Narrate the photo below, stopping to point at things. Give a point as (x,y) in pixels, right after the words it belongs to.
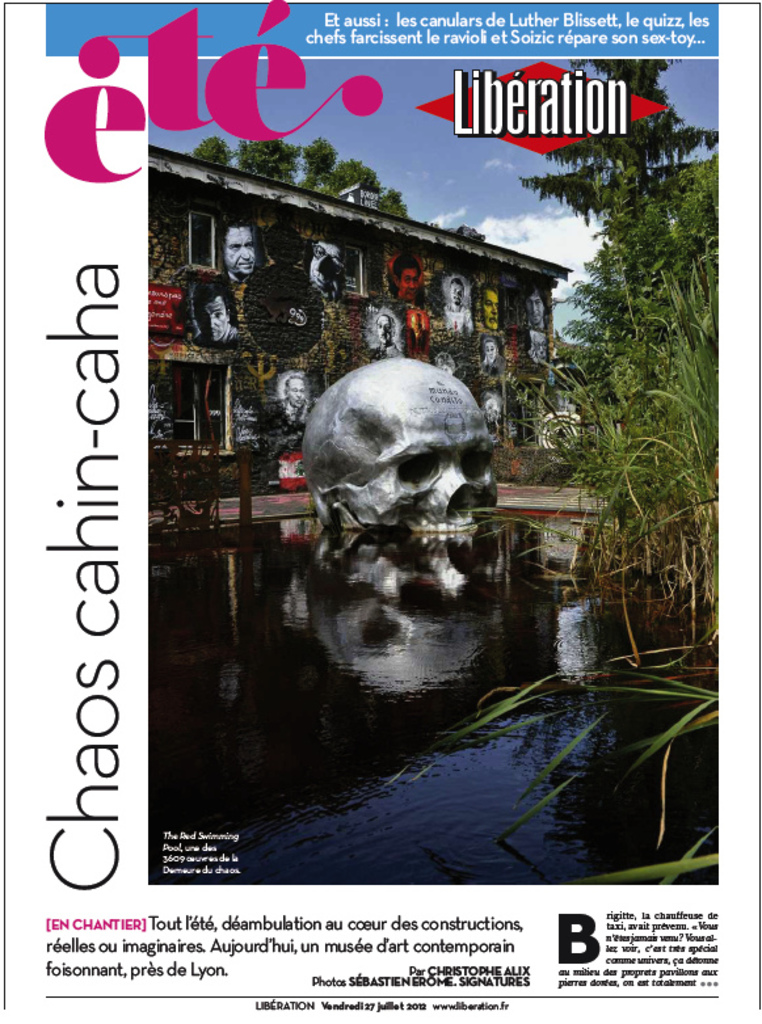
In this image I can see the water (418,739). On the right side (663,357), I can see the trees (642,224). At the top (485,199) I can see the clouds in the sky (395,119).
